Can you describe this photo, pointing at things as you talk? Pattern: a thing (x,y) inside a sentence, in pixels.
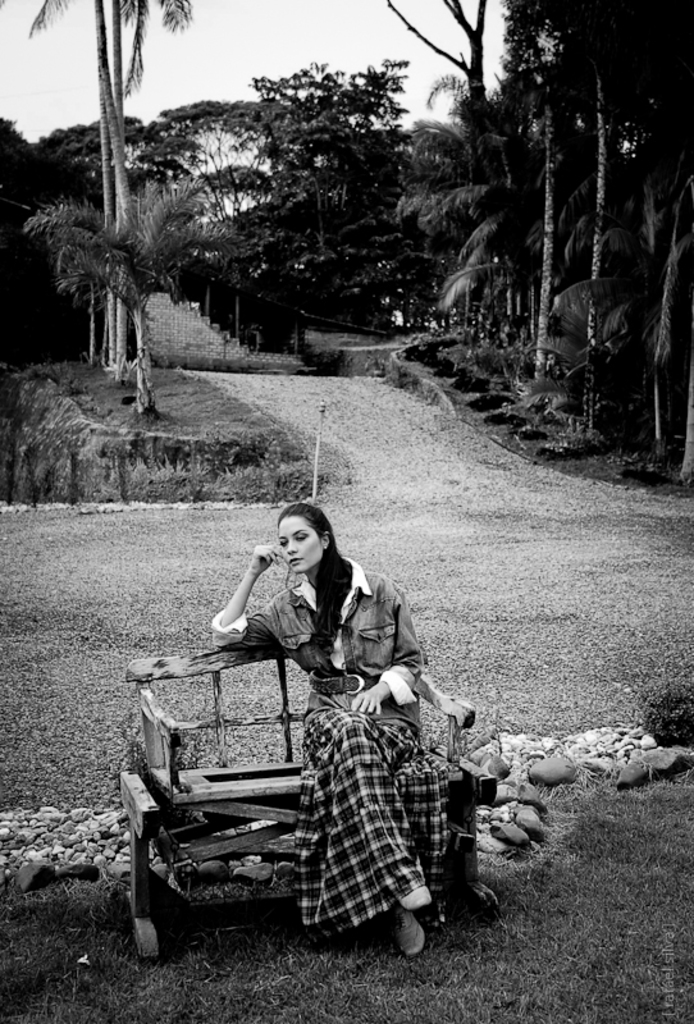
In this image we can see a black and white picture of a woman (336,650) sitting on a chair (292,781) and there are stones (114,829) behind the chair (133,836) and in the background (129,240) there are few trees (364,250), a wall (192,329) and the sky (285,24).
